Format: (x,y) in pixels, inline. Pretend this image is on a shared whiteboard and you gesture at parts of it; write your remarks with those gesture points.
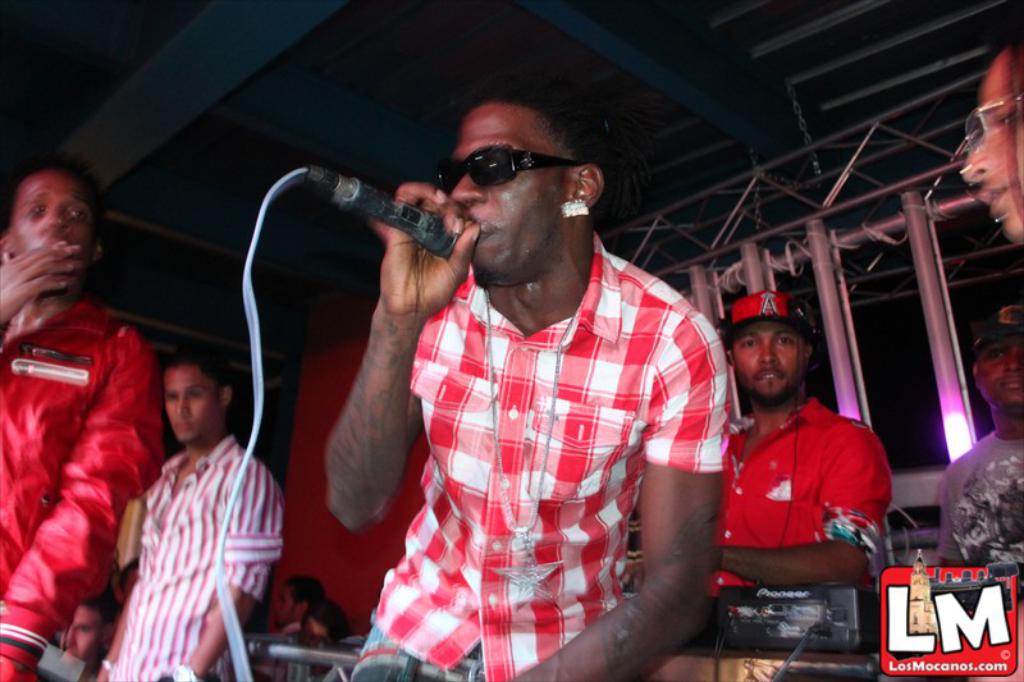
In this image I can see number of people (381,474) are standing and in the front (500,289) I can see one of them is holding a mic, I can also see he is wearing black shades (516,153). On the right side of this image (779,359) I can see two men (765,371) are wearing caps (1004,309) and one woman (1006,74) is wearing a specs (977,111). In the background (826,309) I can see few poles (938,241), few lights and on the bottom side (765,628) I can see a black colour thing (793,609). I can also see a watermark (957,587) on the bottom right side of this image (937,581).
